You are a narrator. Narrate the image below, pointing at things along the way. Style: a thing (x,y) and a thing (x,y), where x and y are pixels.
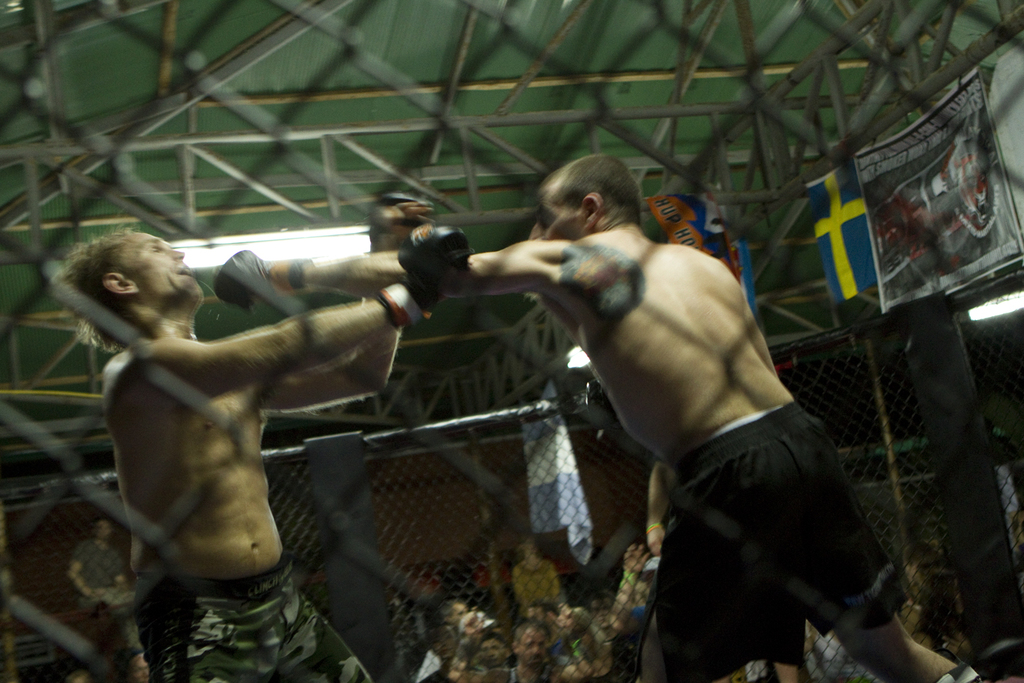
This is an inside view. Here I can see two men (224,652) are wearing shorts (310,658), gloves (278,273) to the hands (289,273) and fighting with each other. Around these men (256,568) I can see the net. On the right side (904,217) a banner (905,196) is attached to this net (1001,333). In the background (522,566) there are many people (594,613) looking at these people (232,571). On the top (161,218) there is a roof (57,212).
